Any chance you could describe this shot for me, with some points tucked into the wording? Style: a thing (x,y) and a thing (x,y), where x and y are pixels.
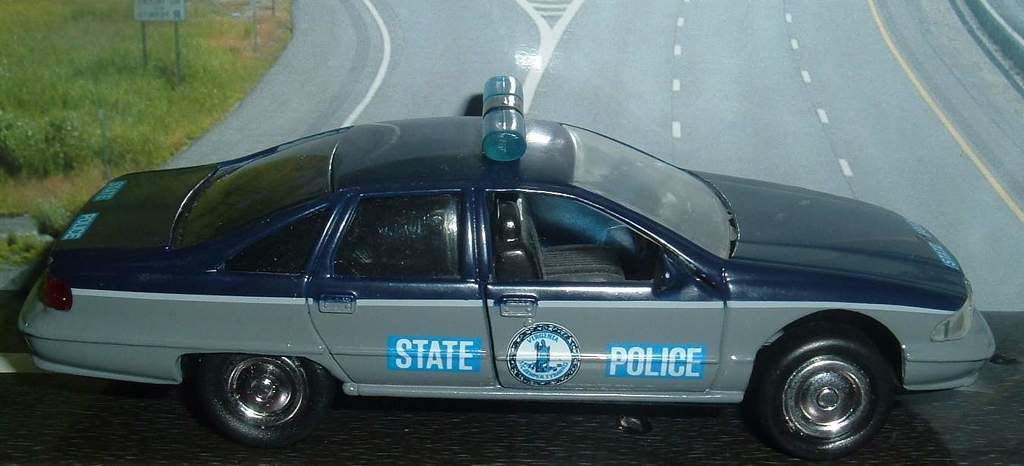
In this image I can see a car (621,261) in black and gray color on the road (277,85). Background (14,72) I can see grass (133,101) in green color.
